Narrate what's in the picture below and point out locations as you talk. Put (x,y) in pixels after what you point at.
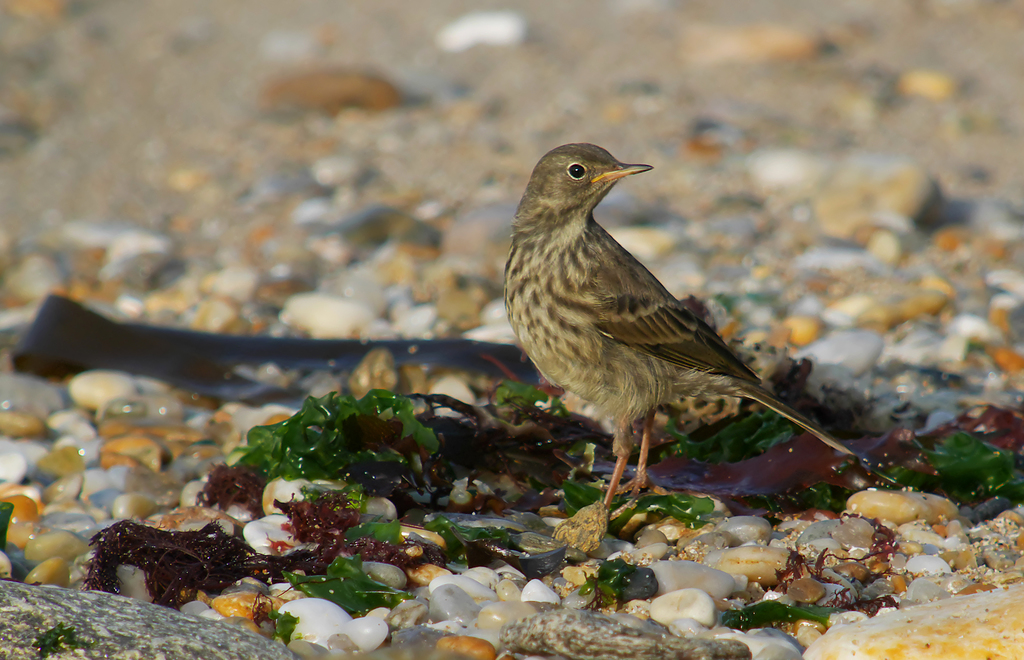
Here there is a bird (607,333), these are stones (530,516).
